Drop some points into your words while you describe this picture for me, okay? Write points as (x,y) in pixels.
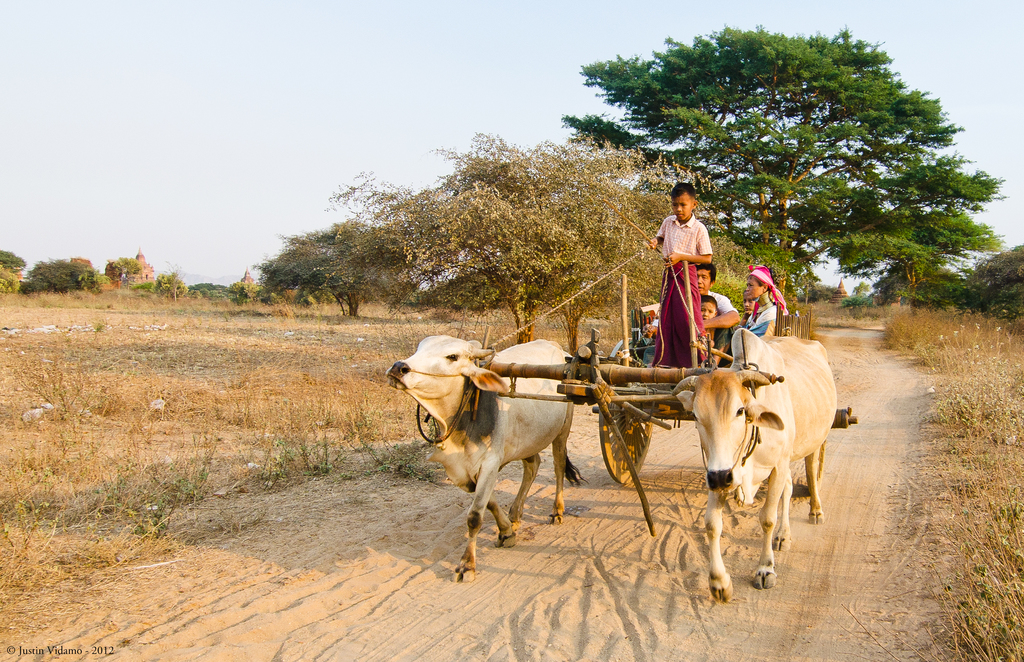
In this picture we can see a bullock cart (830,376) on the ground (507,506) with some persons (697,289) on it, trees (579,252), grass (267,411) and in the background (137,72) we can see the sky (236,94).
